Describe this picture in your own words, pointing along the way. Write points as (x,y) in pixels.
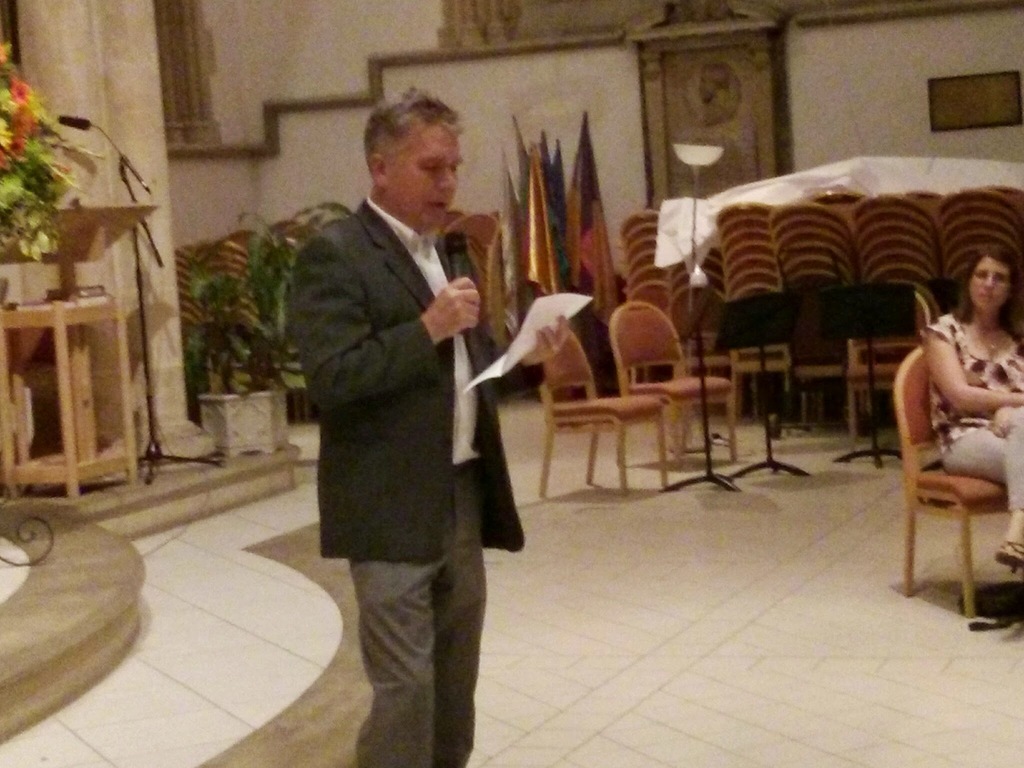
In this image the man (398,323) is holding a mic (455,272) and a paper (533,316) and the woman (976,470) is sitting on the chair (972,507).
